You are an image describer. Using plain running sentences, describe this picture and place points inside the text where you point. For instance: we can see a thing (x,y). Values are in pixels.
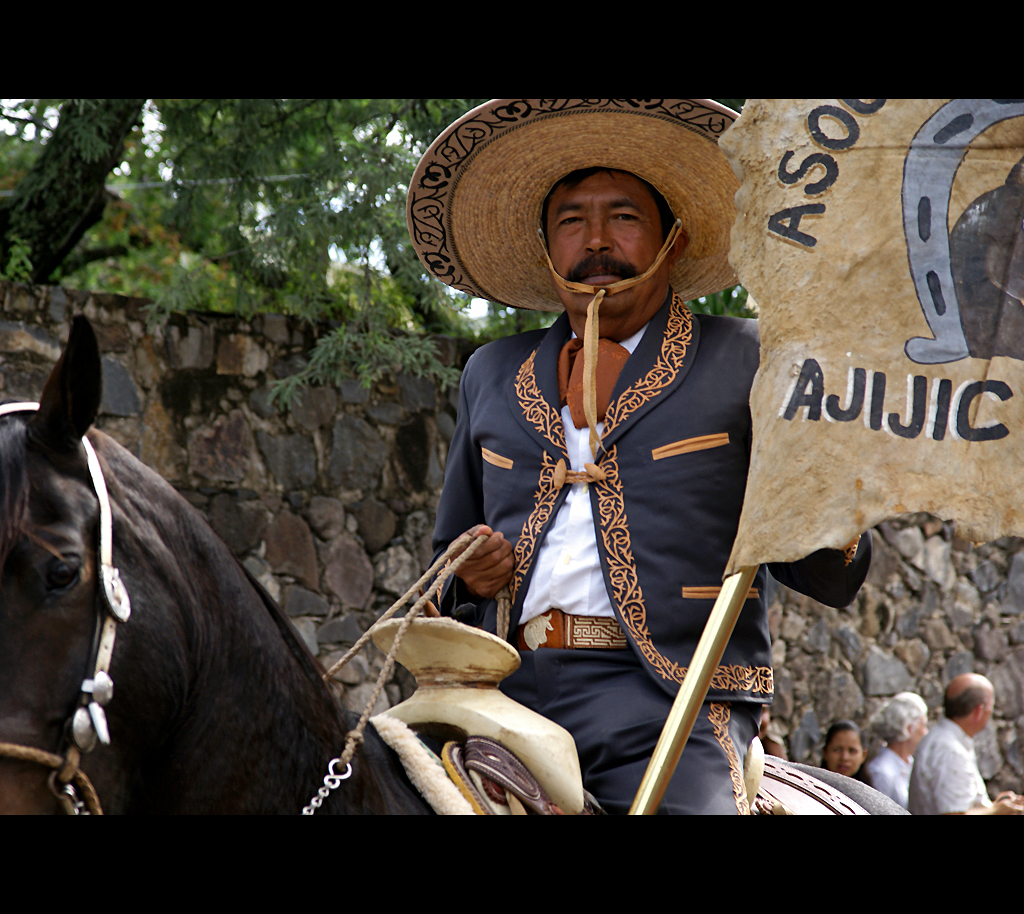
In this image we can see a man (737,407) sitting on a horse (217,696) and he wore a hat (467,223). Here we can see a flag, ropes (336,669), and few people (970,799). In the background (351,224) we can see wall (204,445) and trees (10,203).
